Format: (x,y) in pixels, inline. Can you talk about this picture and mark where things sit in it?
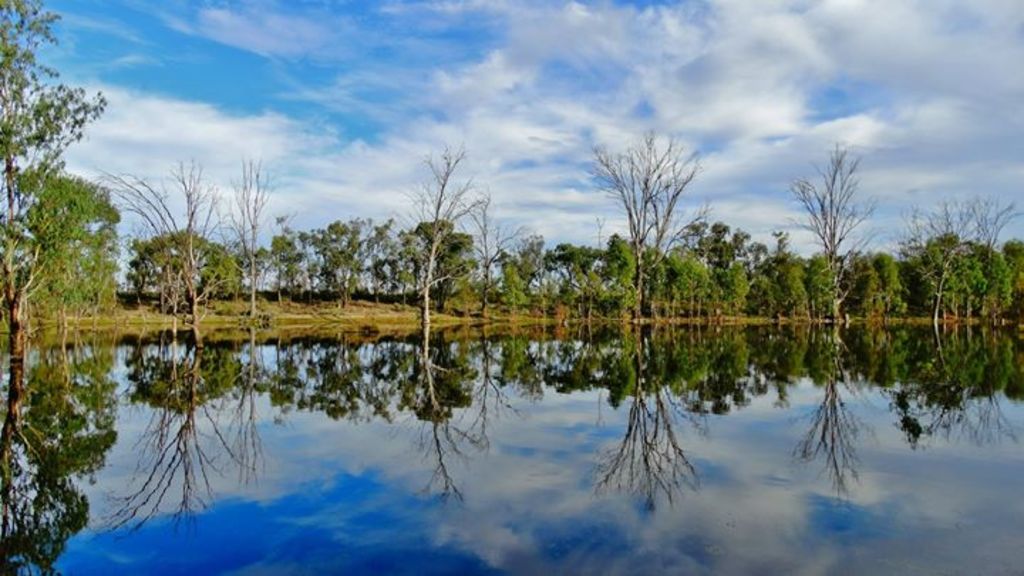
In this image we can see water (490,434) and at the background of the image (592,262) there are some trees (511,268) and sunny sky (337,125).
